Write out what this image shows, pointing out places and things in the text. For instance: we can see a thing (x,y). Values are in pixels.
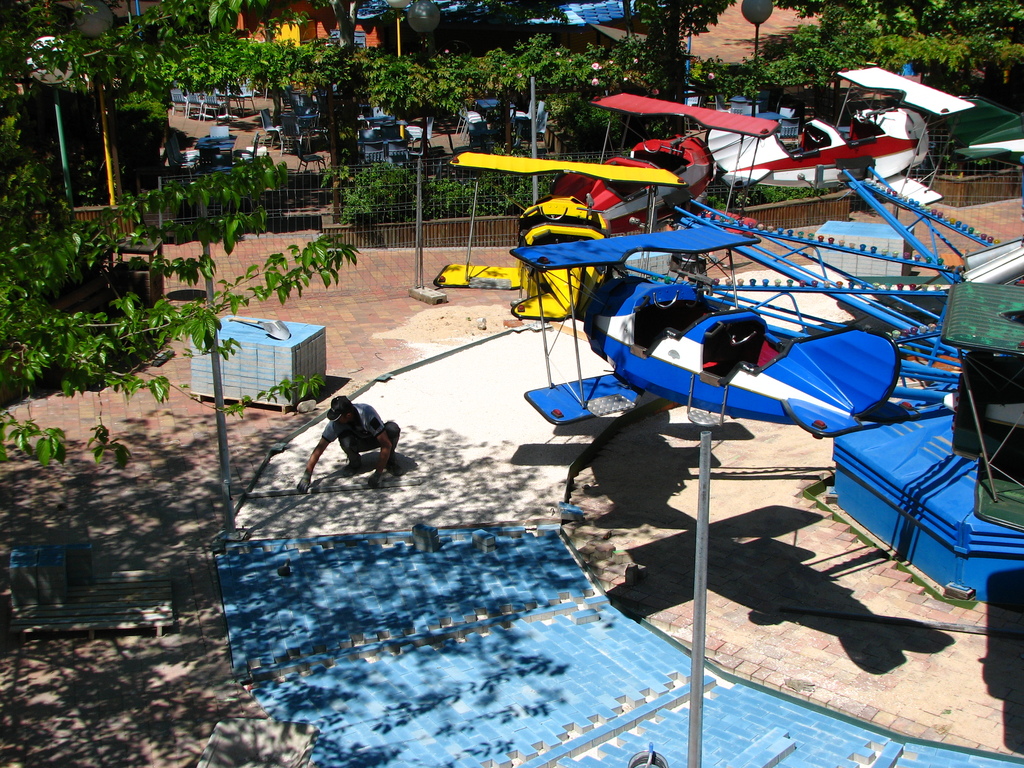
In this picture there is a person (305,482) laying bricks (500,535). On the right side of the image (728,370) there are artificial aircraft's (550,224). At the back (521,147) there are tables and chairs (537,122) and trees (602,122) and there is a railing (844,216). At the bottom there is a table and there is a tin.
